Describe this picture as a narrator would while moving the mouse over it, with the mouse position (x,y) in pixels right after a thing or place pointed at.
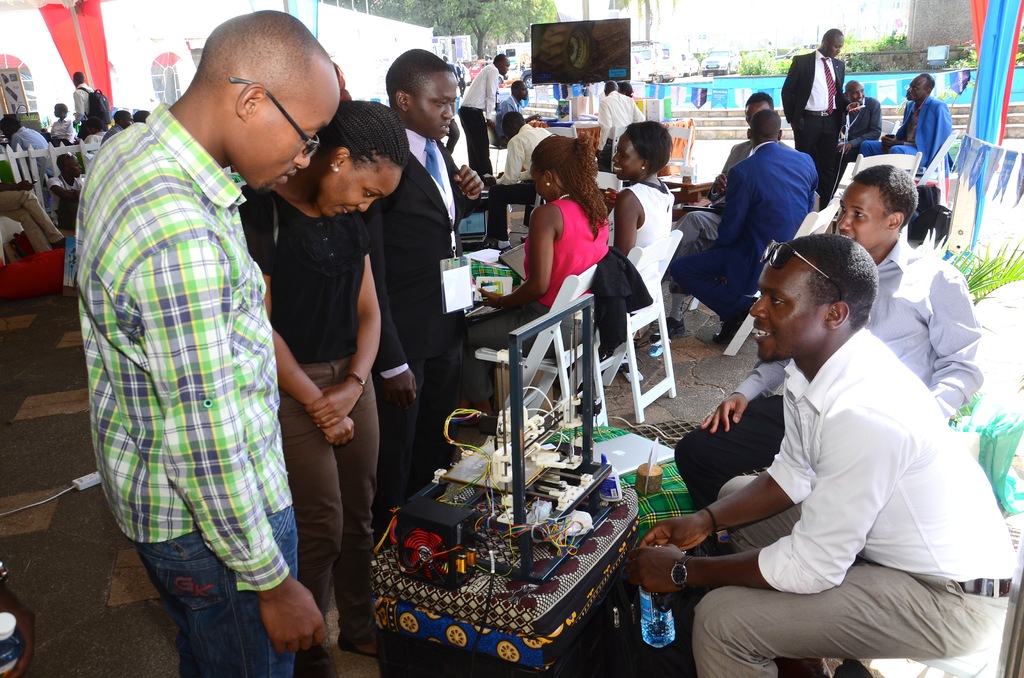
In this picture I can see there are two men (857,429) sitting at the right side (737,550) and there is an equipment (593,433) and a few people (403,423) standing at the left side (330,334). There are a few more people (536,148) in the backdrop (518,150) among them few are standing and few are sitting. There are few plants (752,61), vehicles (725,65) parked.
